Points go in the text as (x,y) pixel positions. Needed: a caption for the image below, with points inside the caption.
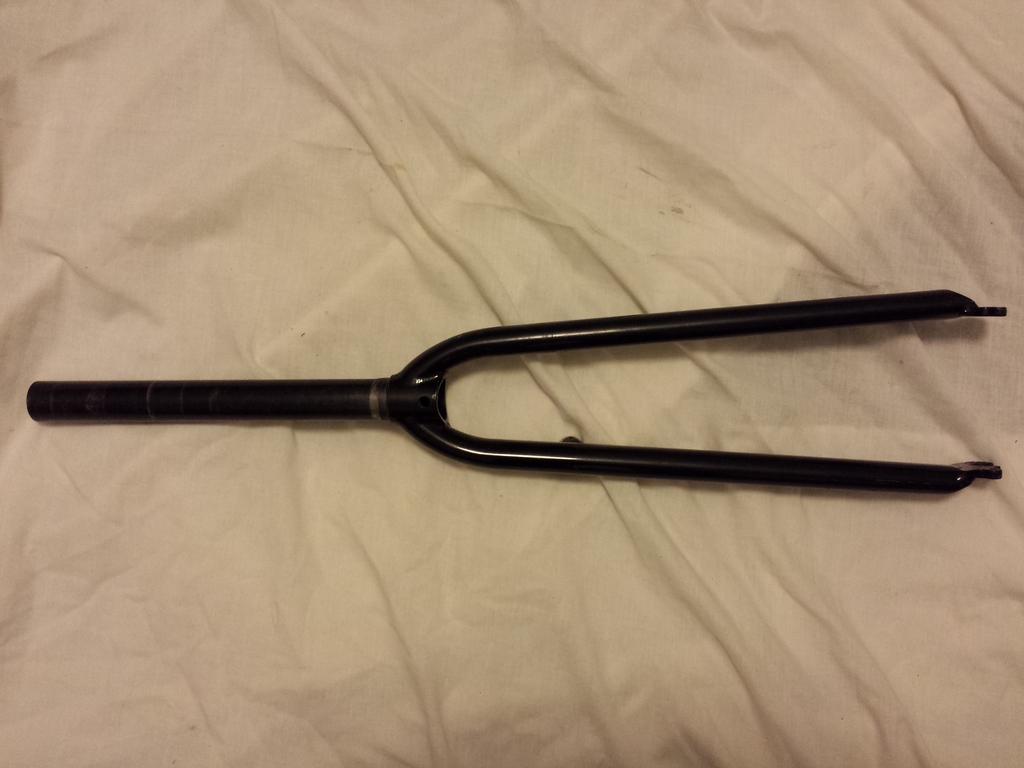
In this picture there is an object (568,339). At the bottom (329,672) there is a white cloth (971,88).
